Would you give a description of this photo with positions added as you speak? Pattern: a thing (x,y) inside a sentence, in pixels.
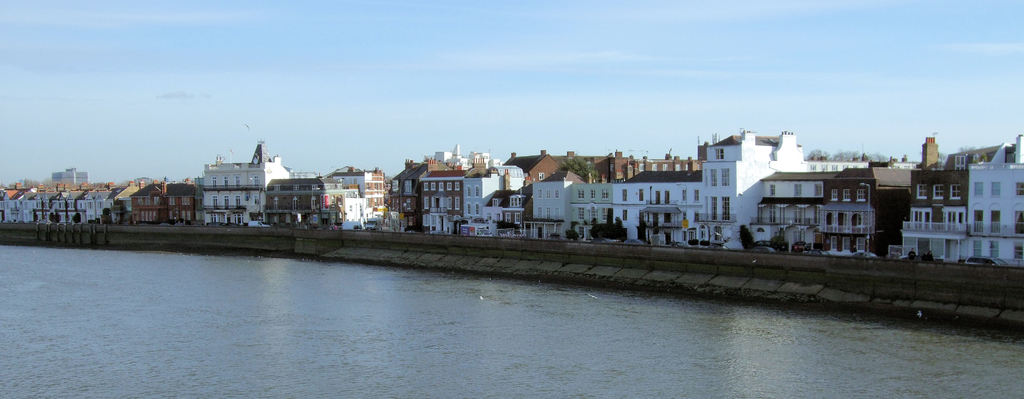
In the foreground of this image (322,326), there is water (150,310). In the middle (566,215), there are buildings (609,199) and vehicles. At the top (479,40), there is the sky (553,35) and the cloud (592,58).
